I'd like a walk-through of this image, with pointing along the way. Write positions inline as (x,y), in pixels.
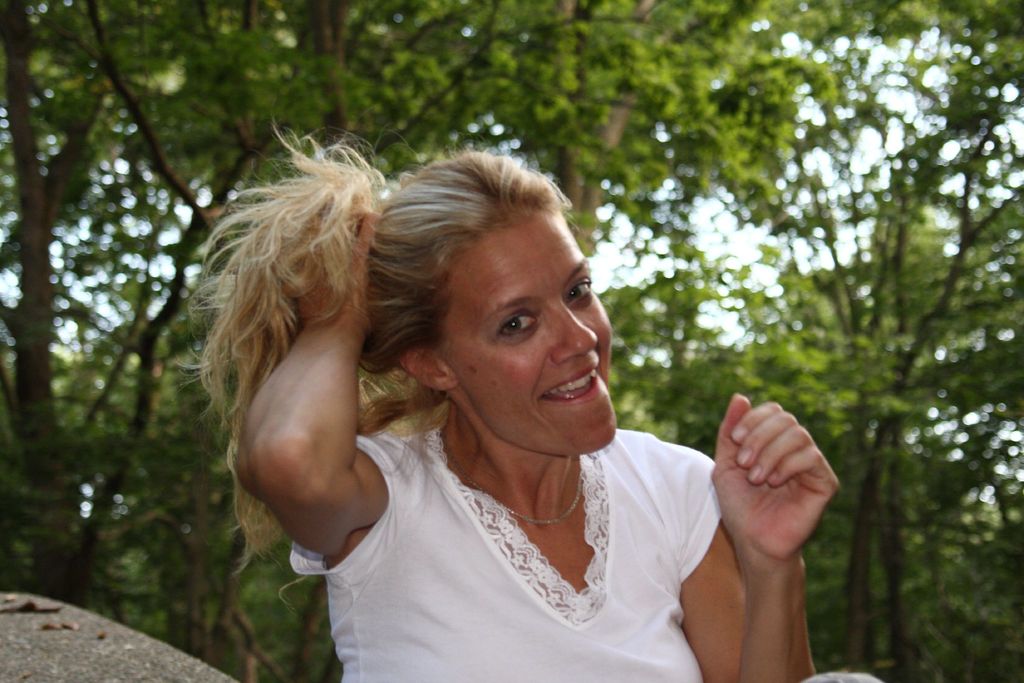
In this picture we can see a women (644,452) wearing a white top (498,652), holding her hairs (271,276) with hand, smiling and giving a pose into the photograph. Behind there are some trees (288,129).
